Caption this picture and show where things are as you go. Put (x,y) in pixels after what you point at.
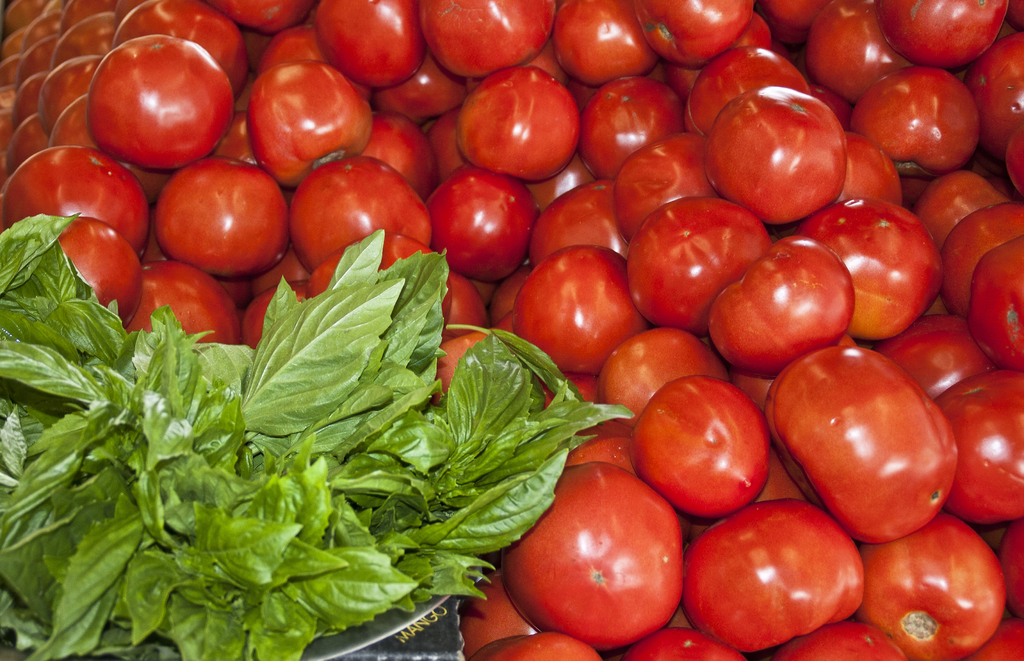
In this image I see tomatoes (729,304) which are of red in color and I see green color leaves (266,404) over here and I see a word (430,626) written over here on this black color thing (410,632).
